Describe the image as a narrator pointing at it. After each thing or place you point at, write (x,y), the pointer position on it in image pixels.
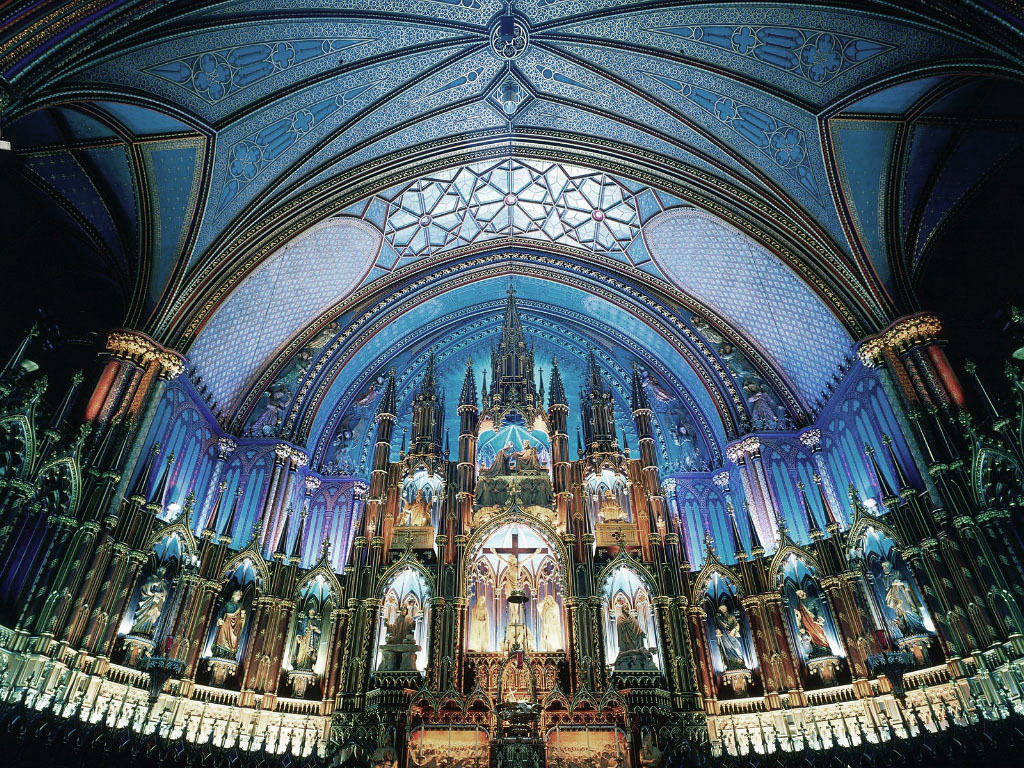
This picture shows an inner view of a building (628,85). We see few statues (479,615) and we see a designer ceiling (692,242).
